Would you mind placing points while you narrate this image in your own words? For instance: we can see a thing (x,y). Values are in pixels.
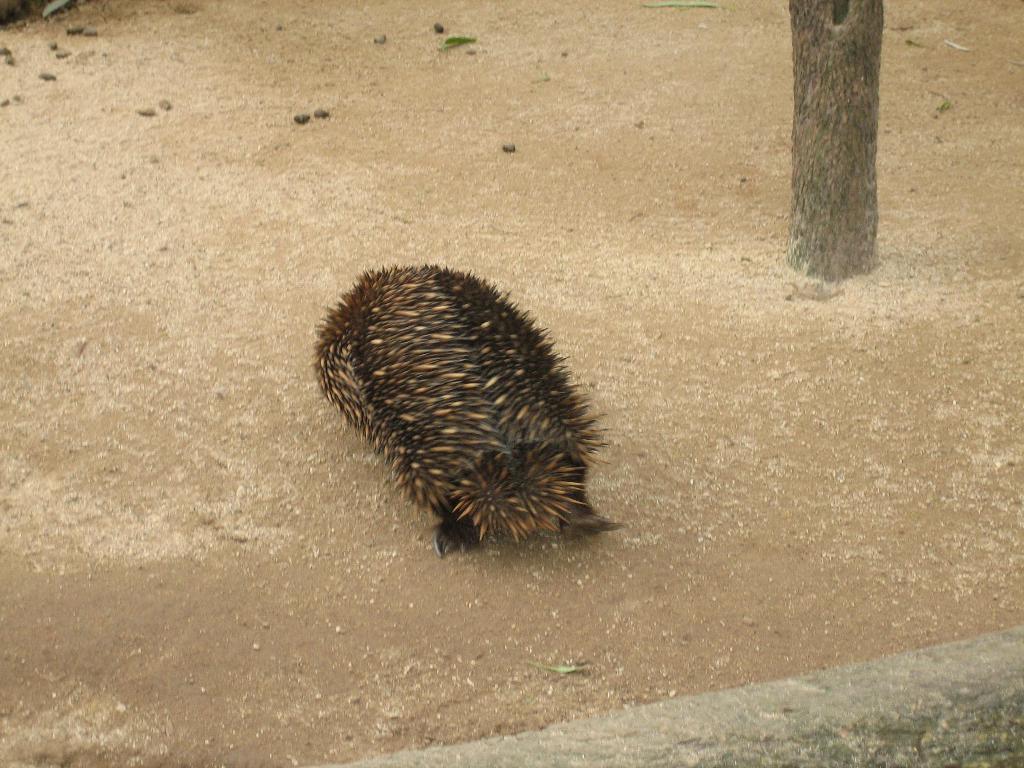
This image consists of an animal (459,545) in black color. At the bottom (513,617), there is a ground (906,608). On the right (798,191), we can see a tree (870,254). At the bottom (921,734), there is a wall (810,739).
